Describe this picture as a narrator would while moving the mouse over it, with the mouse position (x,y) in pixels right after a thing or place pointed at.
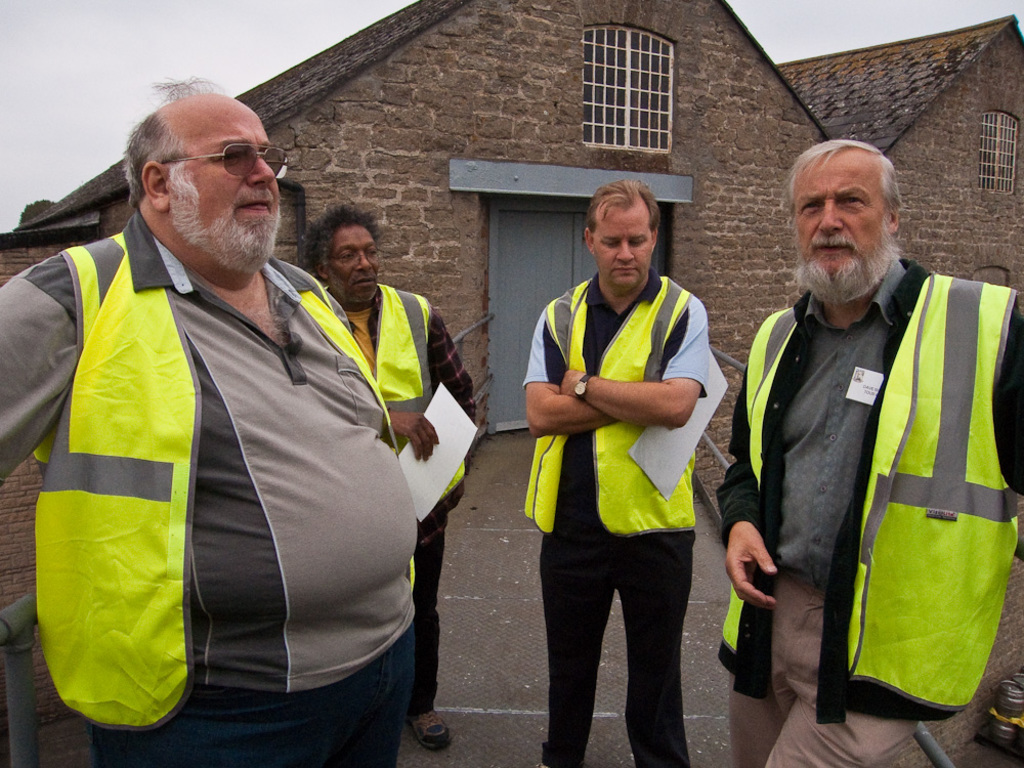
In this picture I can see few houses (688,98) and few people (656,318) standing and couple of them holding papers (413,479) in their hands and all of them wore coats (540,451) and a man (225,302) wore sunglasses (237,167) and I can see a cloudy sky (833,50) and I can see a door (502,314) and couple of windows (994,163) to the houses (641,139).
